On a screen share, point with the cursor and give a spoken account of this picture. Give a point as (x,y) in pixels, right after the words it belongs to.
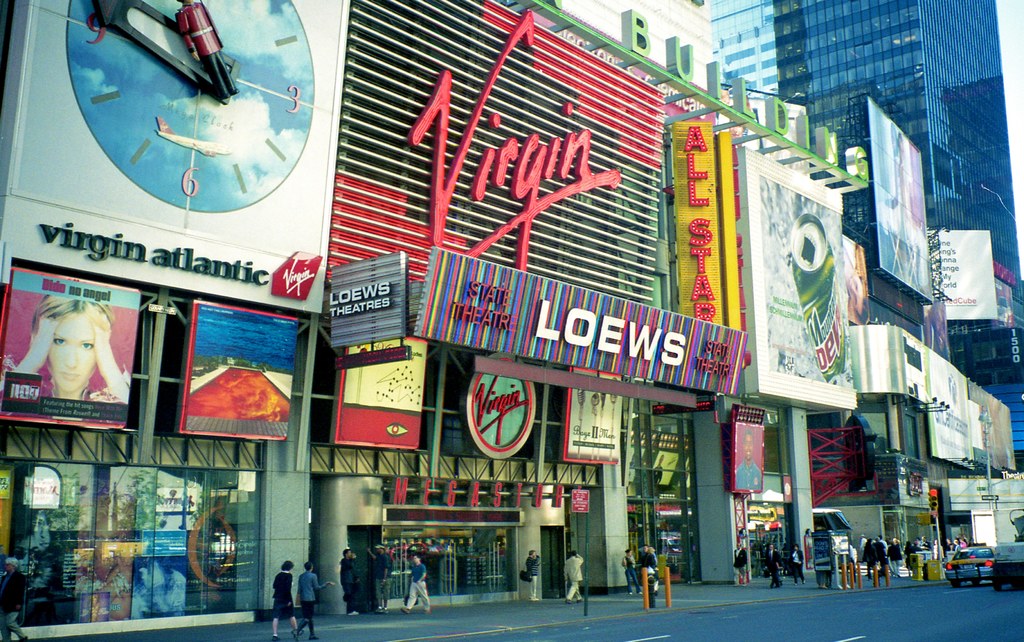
In this picture we can see a group of people (276,610) walking on a foot path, cars (1012,544) on the road (864,636), banners (490,422) and in the background (436,589) we can see buildings (721,50).
